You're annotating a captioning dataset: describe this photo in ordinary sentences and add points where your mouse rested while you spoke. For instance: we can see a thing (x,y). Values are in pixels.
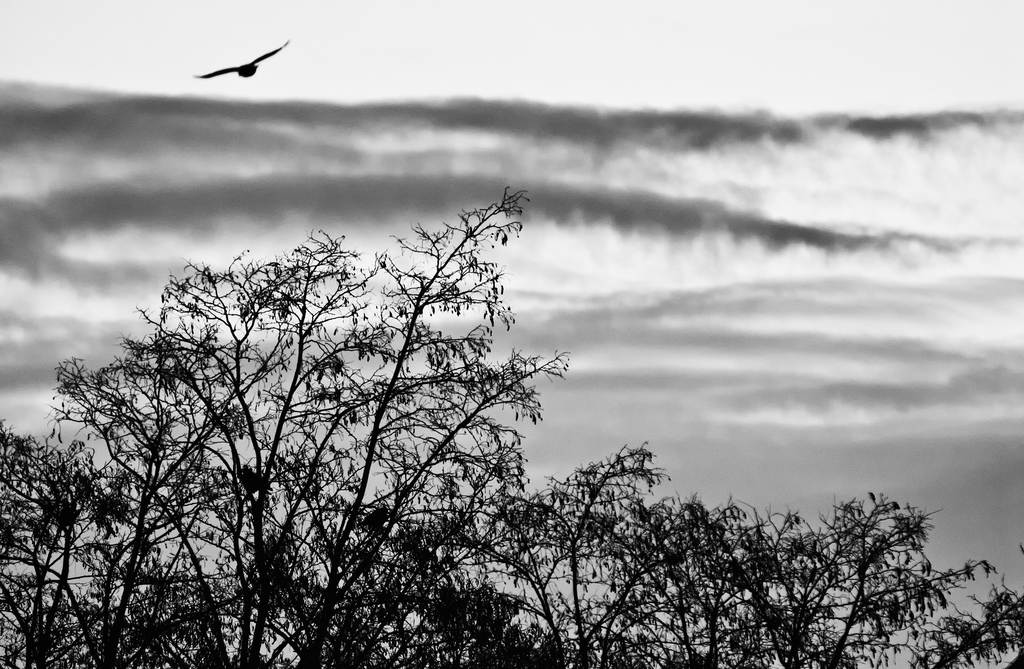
In this image we can see a black and white picture of trees (330,545), and a bird (243,68) flying on the sky (675,73).
